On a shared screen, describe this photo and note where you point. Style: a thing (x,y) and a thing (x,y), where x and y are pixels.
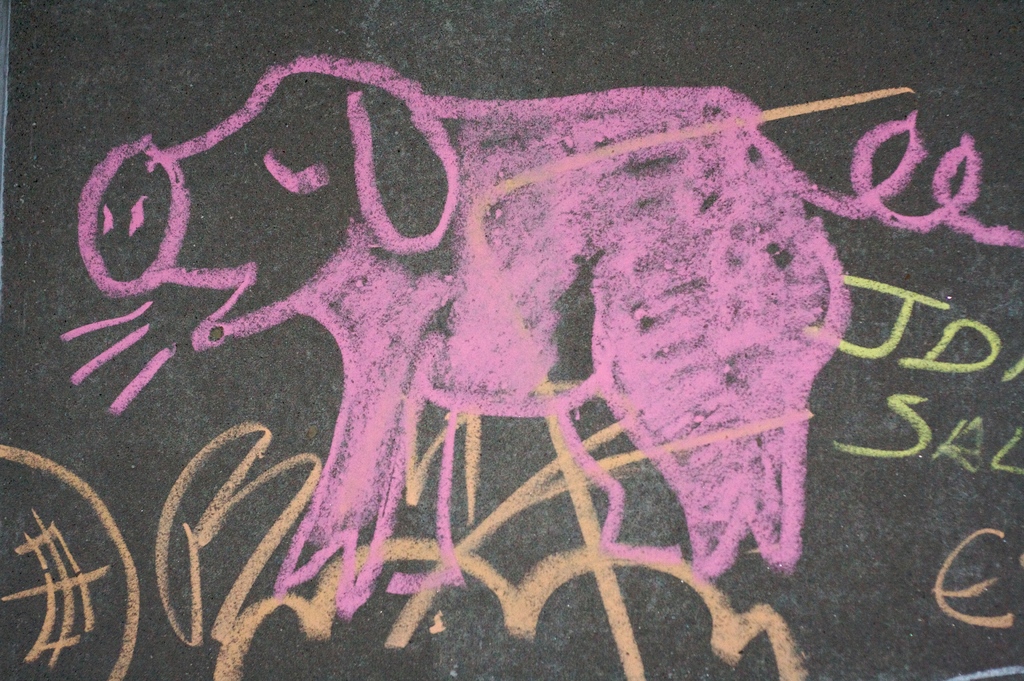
Here there is a drawing (527,368) of an animal (724,393), here there is black color background (187,49).
